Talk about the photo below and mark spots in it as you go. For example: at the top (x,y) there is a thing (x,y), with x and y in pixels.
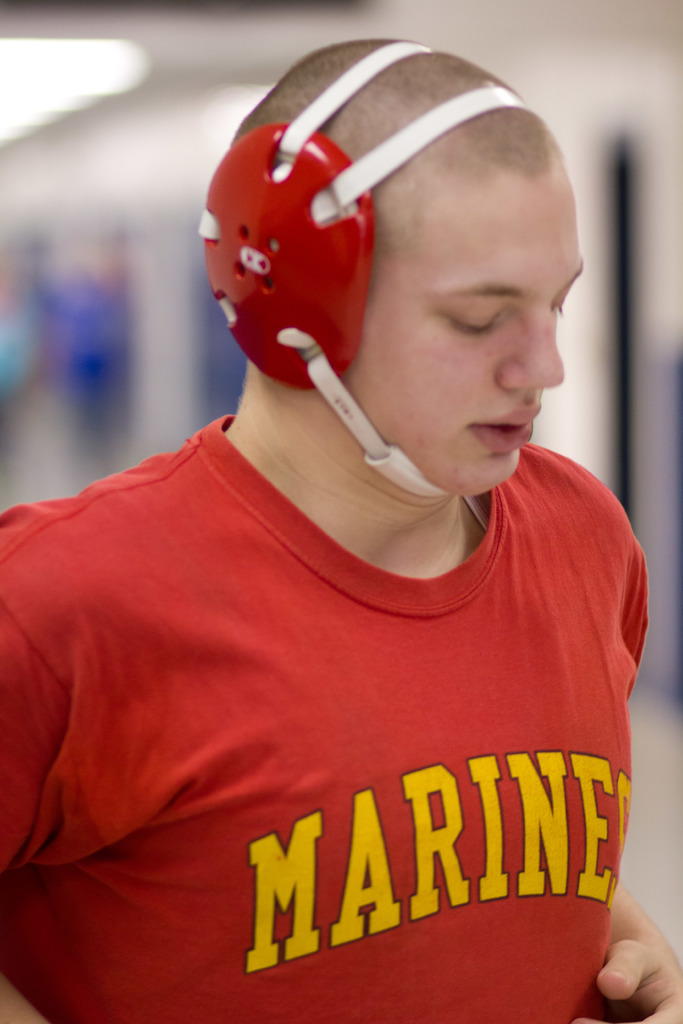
In this image we can see a person (455,938). On the person T-Shirt (455,938) we can see some text (430,813). The background of the image (52,365) is blurred.
